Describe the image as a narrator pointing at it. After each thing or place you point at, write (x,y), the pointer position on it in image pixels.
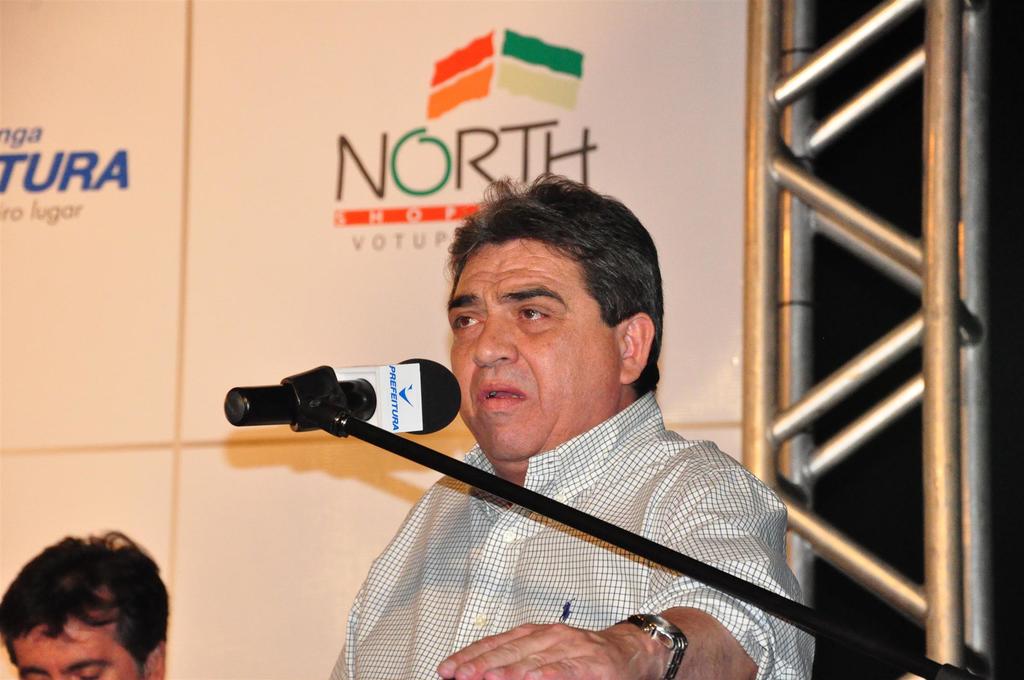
In the center of the image (649,252) there is a person (759,657) talking in mic (289,379). To the left side of the image (28,577) there is persons head (10,621).
